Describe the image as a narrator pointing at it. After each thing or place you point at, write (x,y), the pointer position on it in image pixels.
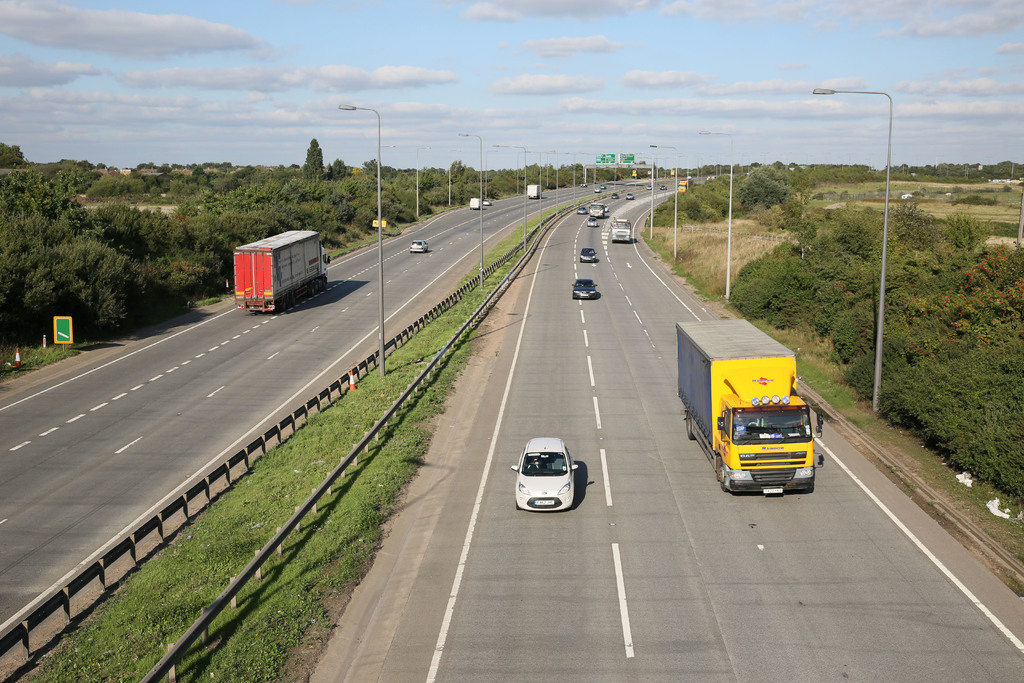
In this image I can see a road (569,440) and number of vehicles (523,483) on it. I can also see street lights (381,267) and trees (808,201). In the background (170,49) I can see sky (514,45) with some clouds (119,104).
